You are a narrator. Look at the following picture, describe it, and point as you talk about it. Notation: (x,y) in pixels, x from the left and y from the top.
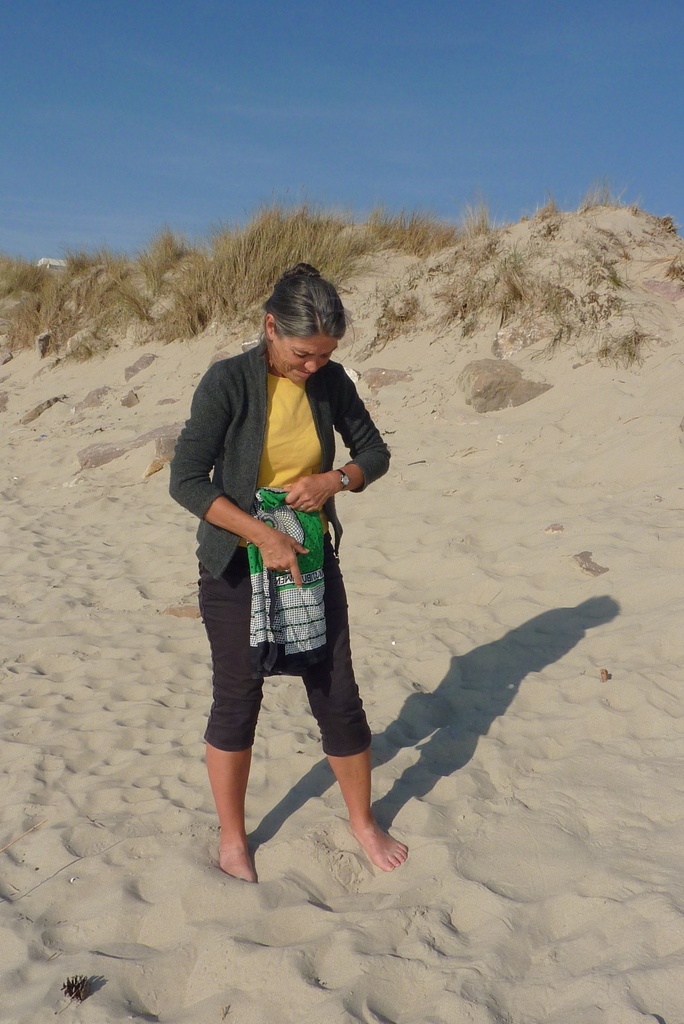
This picture shows a woman (349,783) standing holding a cloth (323,657) in her hands (329,492) and we see plants (190,292) and woman (236,381) wore a black color coat (227,494) and a blue sky (392,97).
